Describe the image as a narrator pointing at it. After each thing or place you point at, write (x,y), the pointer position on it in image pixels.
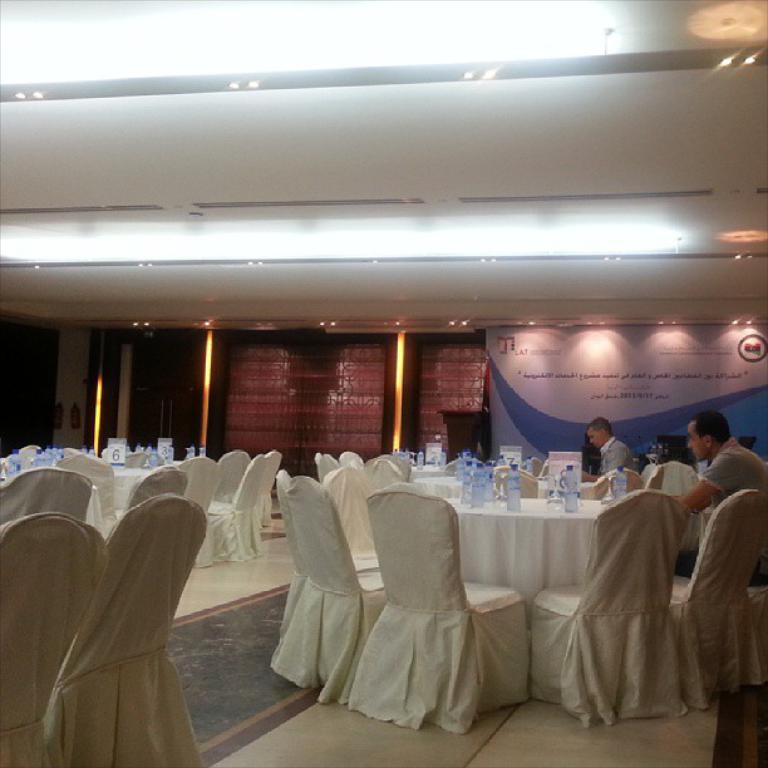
In this image we can see two persons (714,457), there are chairs (384,496), tables (495,524), on the tables (538,498) there are bottles (189,451), boards (574,465) with numbers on them, there is a board (522,427) with text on it, there is a wall (411,432), window (421,434), also we can see the lights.
